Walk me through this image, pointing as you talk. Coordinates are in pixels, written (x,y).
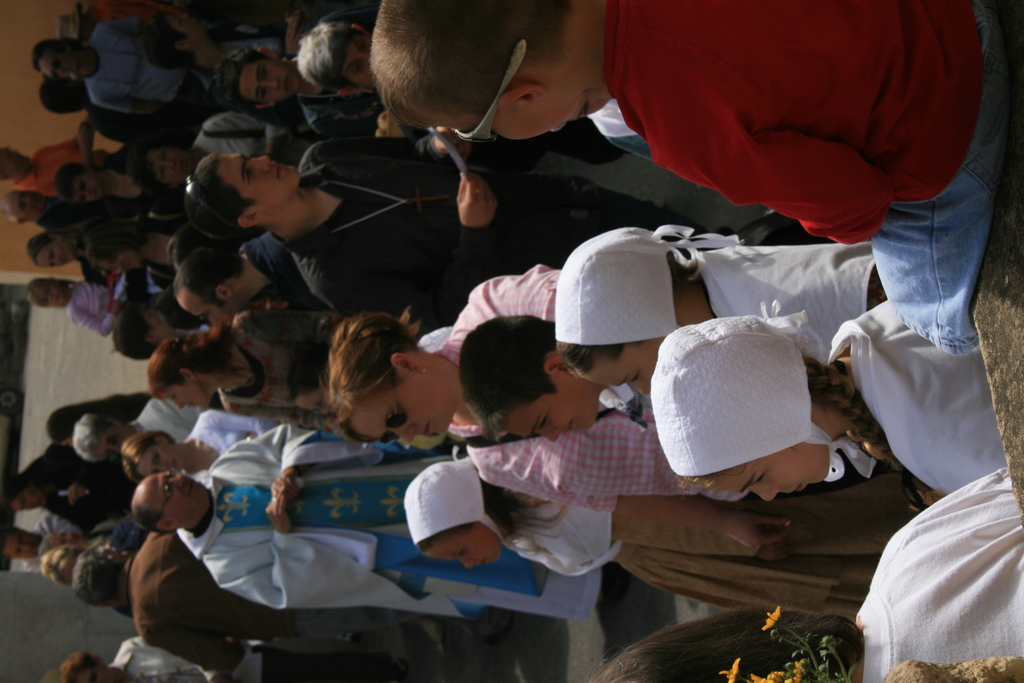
In this picture, we see many people (613,303) are standing. In the right top of the picture (927,103), we see a boy (695,59) in red T-shirt (807,113) is sitting on the wall (995,307). In front of him, we see three girls (614,531) in the uniform (681,564) are wearing a headscarf (770,390). On the left side (18,10), we see a wall (13,77) in yellow color and a sheet (54,354) in white color.
